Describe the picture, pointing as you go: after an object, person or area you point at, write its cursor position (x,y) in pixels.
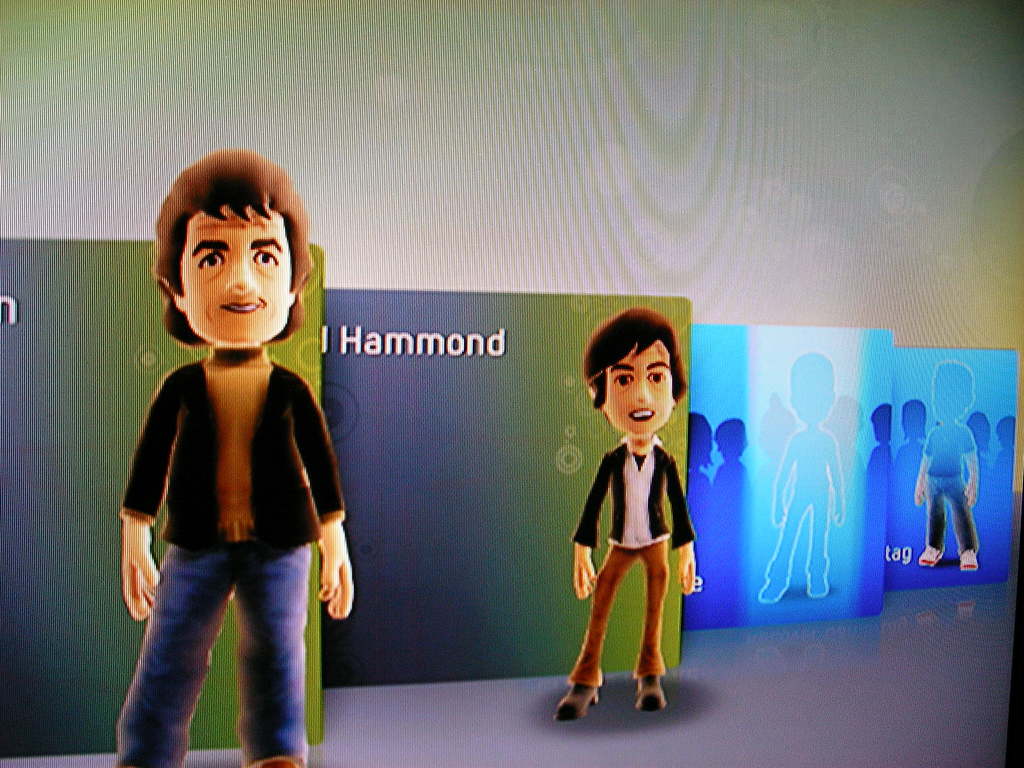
In this image I can see the animated picture and I can see two persons (196,475) standing and I can see few frames (757,392) and the background (878,35) is in white color.
